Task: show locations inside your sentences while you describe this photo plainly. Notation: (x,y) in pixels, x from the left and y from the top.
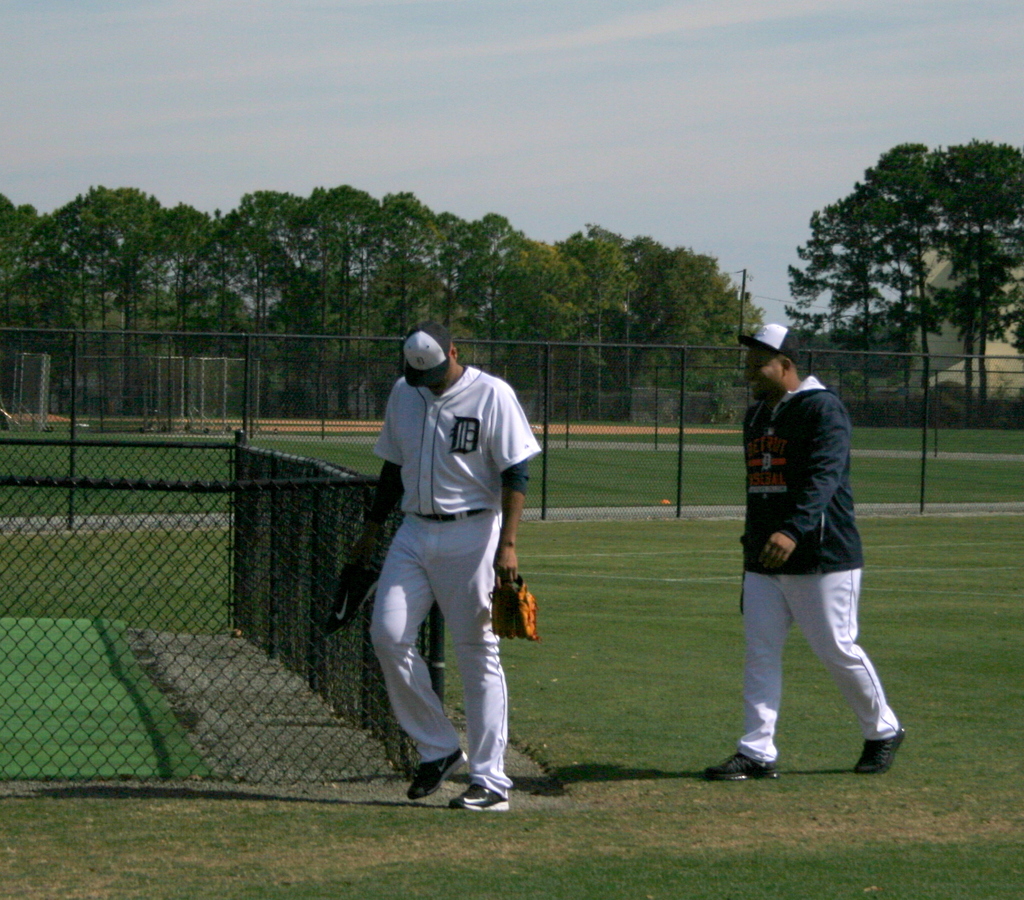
In this picture there are two men (487,380) in the center of the image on the grassland (786,699) and there is a net boundary (576,364) and trees (652,263) in the background area of the image (699,302).
